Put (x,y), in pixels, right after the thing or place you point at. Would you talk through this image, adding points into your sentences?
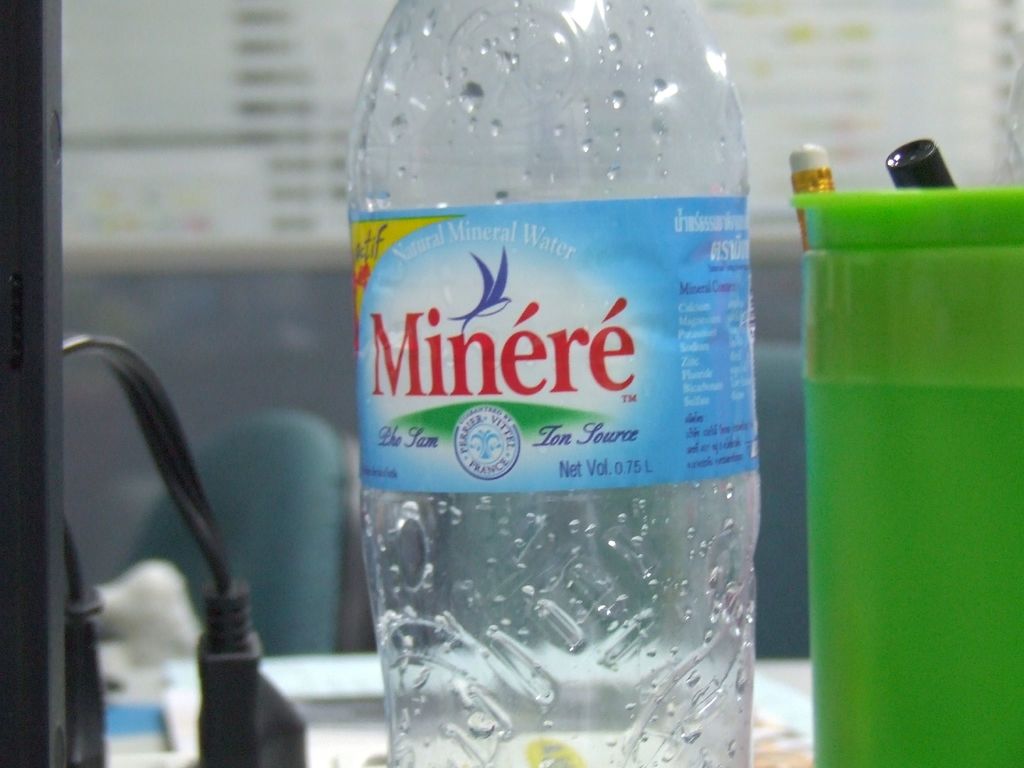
In this picture there is a empty bottle (639,415), the bottle (621,484) is neatly labelled and some text (441,321) printed on the label (623,277). Towards the right (893,351) there is a jar (900,546), one pencil (808,165) and a marker (911,178). In the left (198,496) there is a wire (180,501).
